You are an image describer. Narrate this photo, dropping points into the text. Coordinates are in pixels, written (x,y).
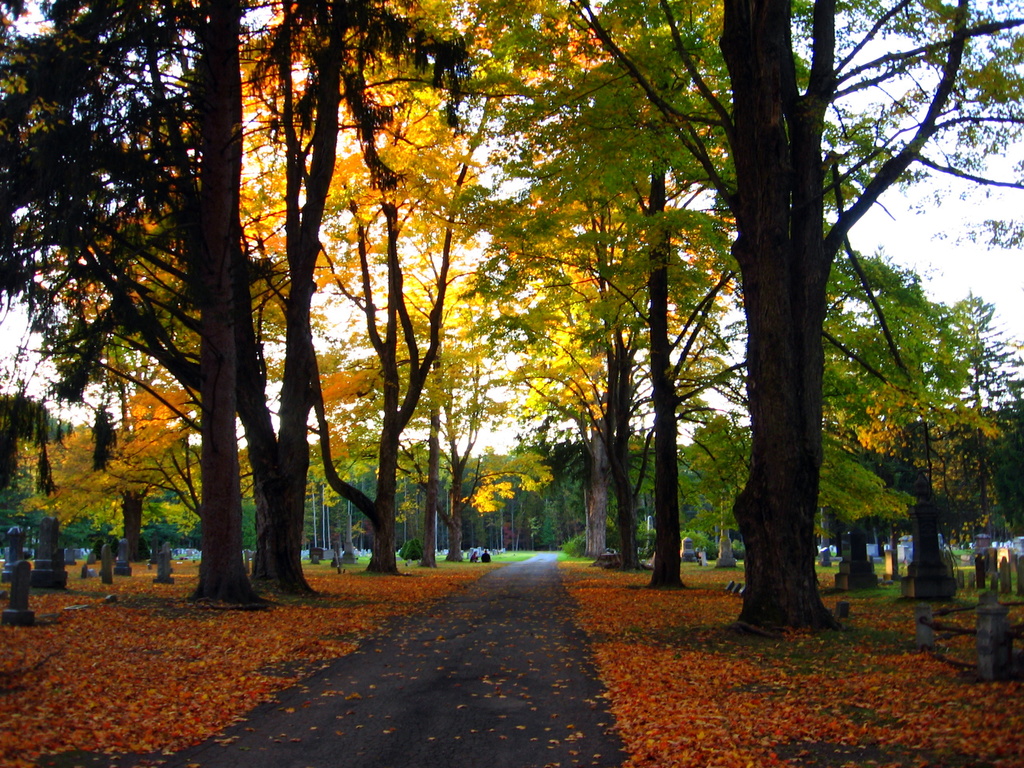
In this image there are dry leaves (695,710) on the ground (627,711) and there are trees (400,491).
